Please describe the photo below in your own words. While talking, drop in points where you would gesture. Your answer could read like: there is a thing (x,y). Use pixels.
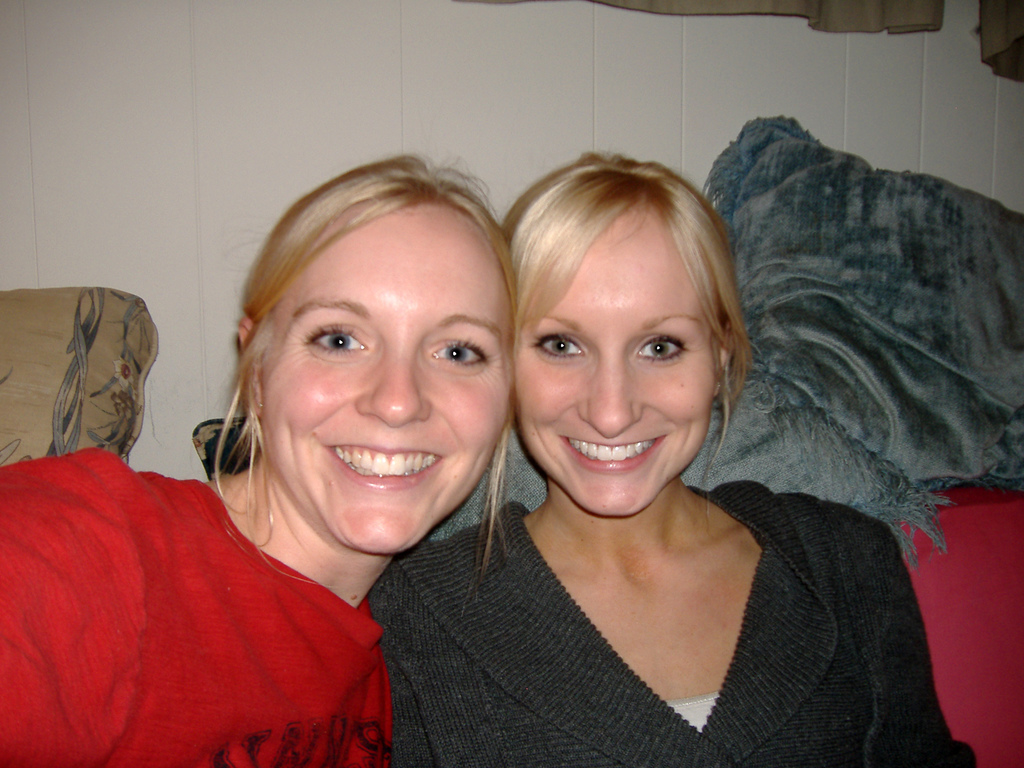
In the picture we can see two women (572,435) sitting together and smiling, they are wearing red and black T-shirts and in the background (18,115), we can see a wall (313,99) which is white in color.
